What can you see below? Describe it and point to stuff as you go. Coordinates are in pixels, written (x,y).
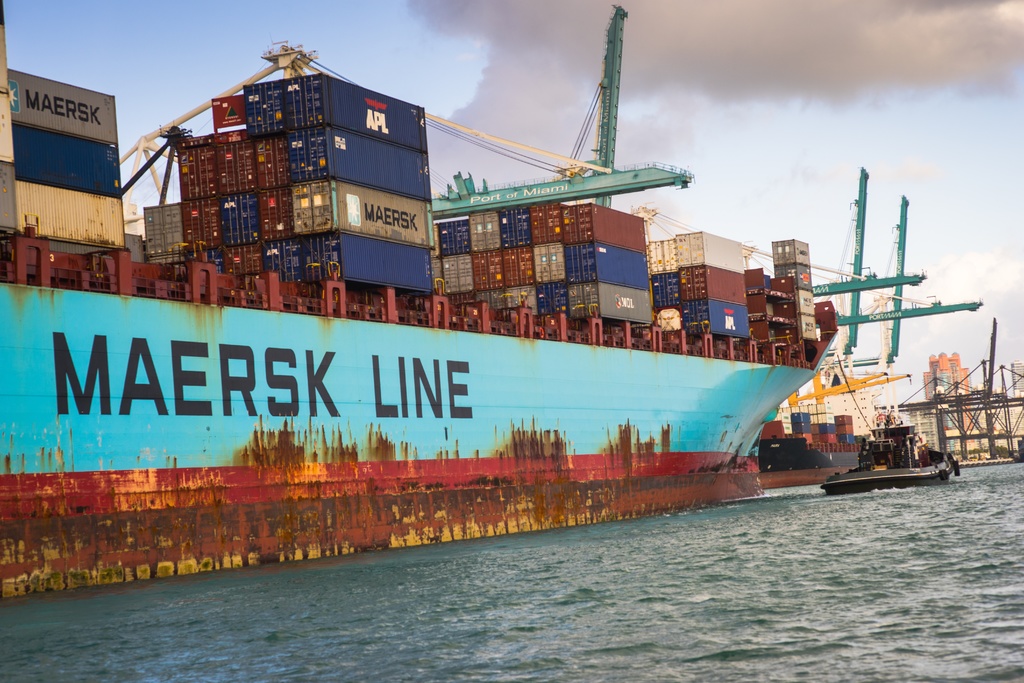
This picture is clicked outside the city. On the left (136,336) we can see a blue color ship (584,420) in the water body (460,584) and the ship (700,412) is containing many number of containers (396,265). On the right (880,448) we can see a boat (872,451) and we can see the metal rods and we can see the text (42,111) on the boxes (92,150) and on the ship (434,393). In the background (830,135) there is a sky (929,143) and we can see the buildings (934,372).
